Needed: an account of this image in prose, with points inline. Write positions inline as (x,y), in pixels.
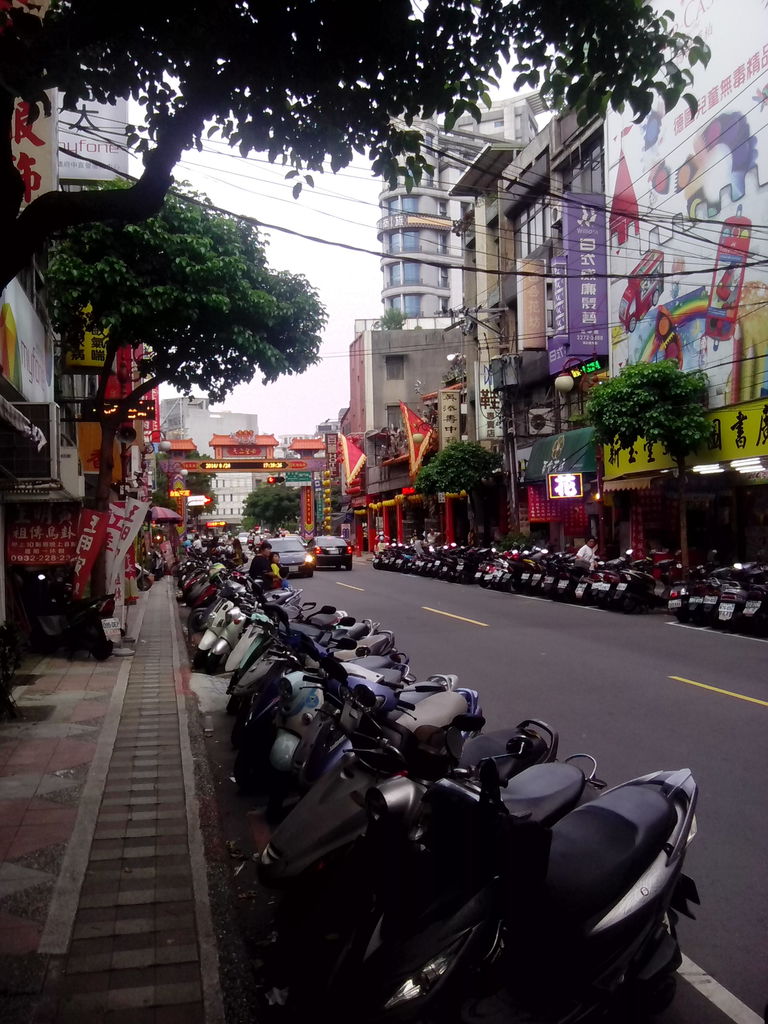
In the picture we can see a road (706,833) on the either sides of the road (706,844) we can see, motorcycles (607,853) are parked near the path (131,750) and on the path (88,670) we can see some plants (0,277) and buildings (44,494) and banners (86,466) to it on the either sides and in the background (311,572) we can see some cars (291,562) on the road (721,837) and behind it we can see buildings (404,299) and sky (367,301).
